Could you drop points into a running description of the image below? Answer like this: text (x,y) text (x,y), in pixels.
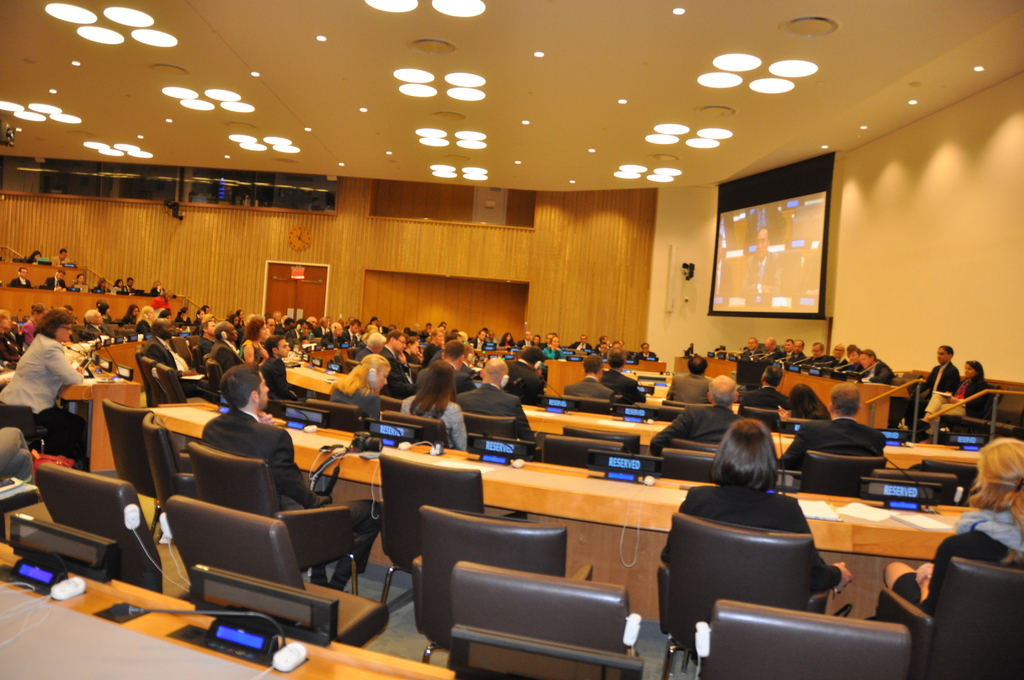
This is an image clicked inside the room (522,279). It seems to be like a seminar hall (317,595). There are number of chairs (253,540) and tables (574,505) here. On the right side of the wall (855,290) there is a screen (787,266). On the top of the image (419,71) there are some lights (134,32). Everyone are sitting on the chairs (267,527) and looking at the screen (765,258).
